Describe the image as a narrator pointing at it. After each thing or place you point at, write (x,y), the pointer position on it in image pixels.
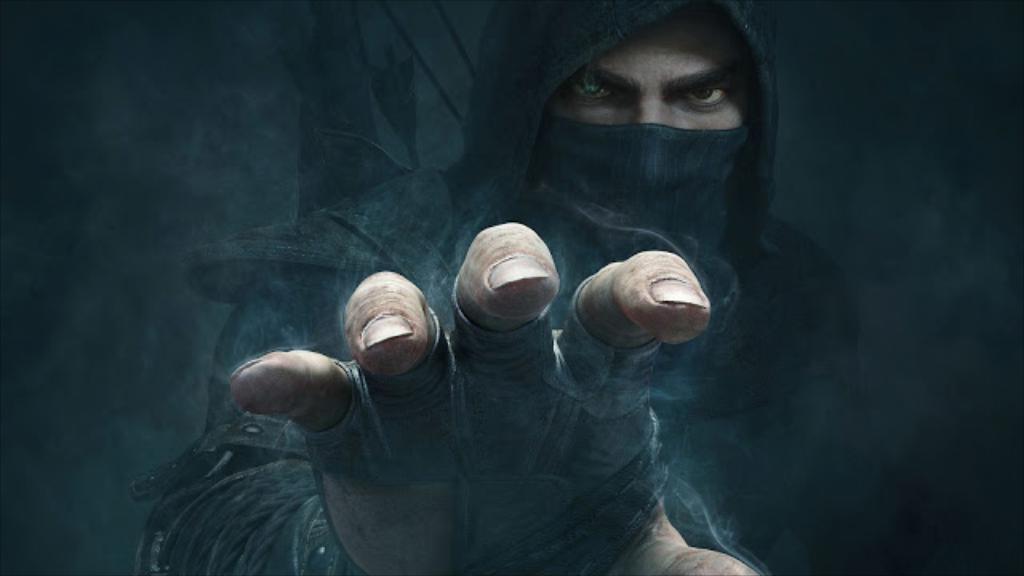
This is an animated image, we can see a man (598,56) in the image.
